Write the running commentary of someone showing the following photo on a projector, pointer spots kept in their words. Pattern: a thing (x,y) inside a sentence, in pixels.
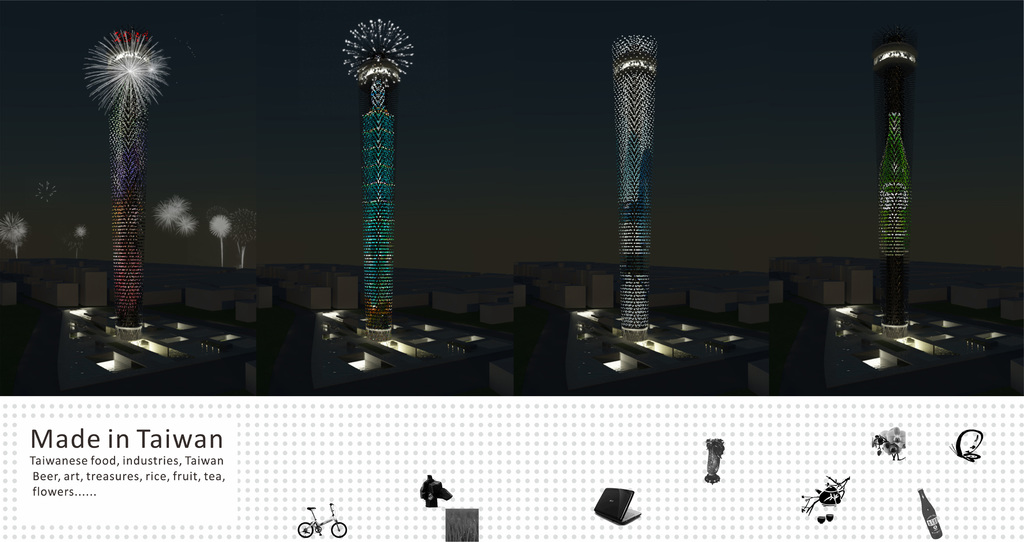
This image consists of a poster (365,444) with a text (145,467) and many images (455,522) on it. At the bottom of the image (604,497) there are a few images (606,498) of a laptop (632,491), a bottle (924,499), a bicycle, a flower vase (715,466) and a few things (436,483). In the middle of the image (370,189) there are four towers (632,215) and there are a few buildings (86,303) with walls (102,301) and roofs (592,321). There are a few sparkles (182,213) of crackers (147,66) and there is the sky (234,63).
